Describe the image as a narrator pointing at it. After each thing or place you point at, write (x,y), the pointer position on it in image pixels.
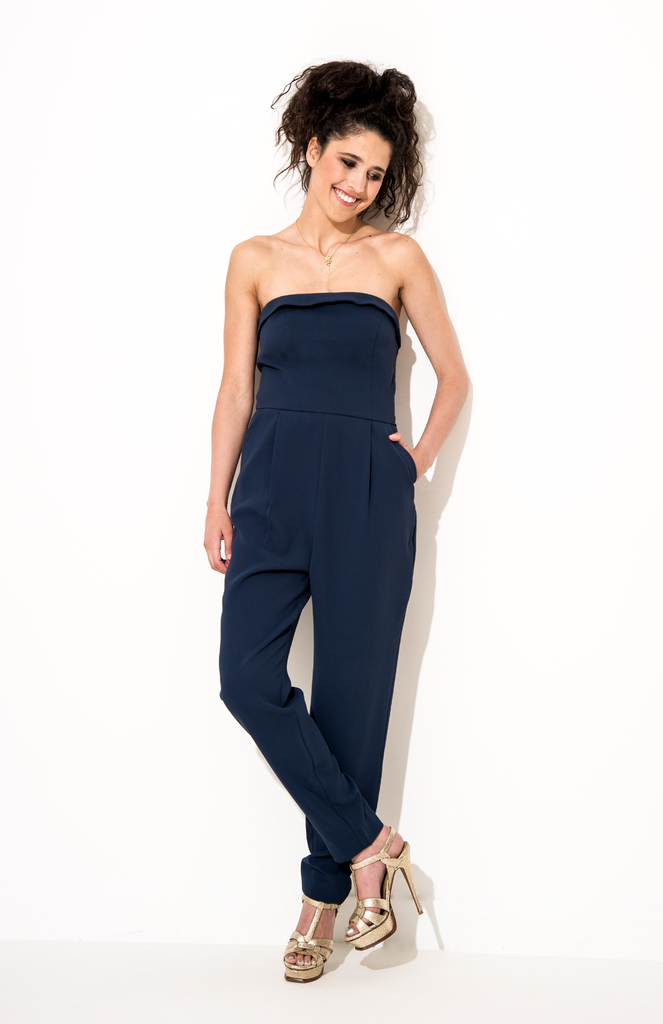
In this image we can see a woman (269,589) standing on the floor (467,985) beside a wall (283,827).
